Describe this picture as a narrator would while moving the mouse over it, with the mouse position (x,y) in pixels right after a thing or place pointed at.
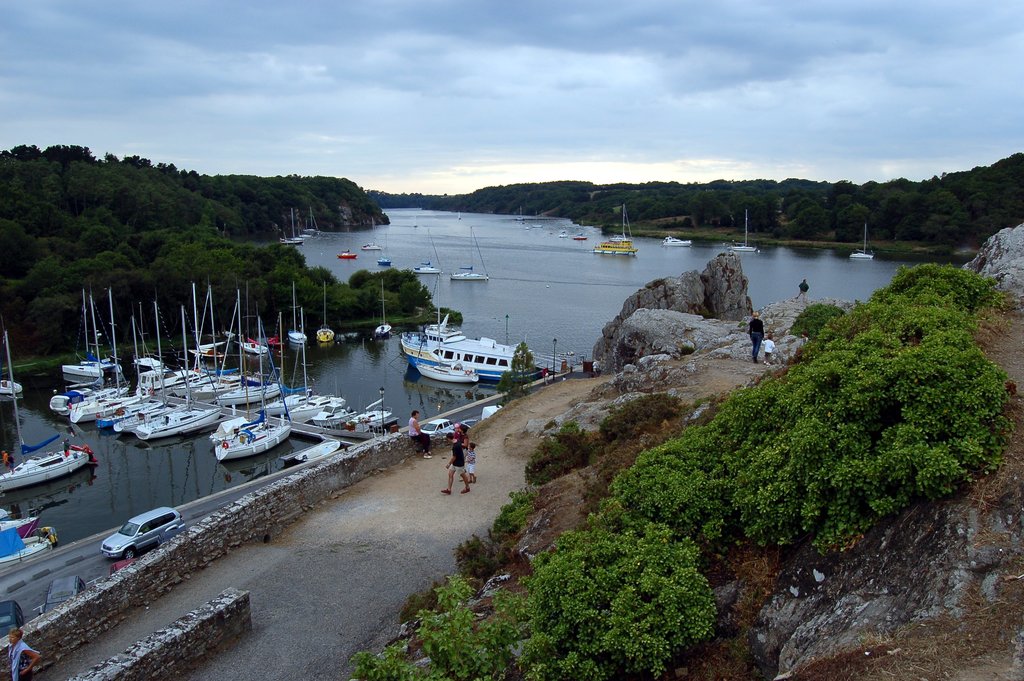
In this picture there are group of people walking on the road (487,479) and there is a person (412,429) sitting on the wall (406,439). There are boats (169,432) on the water (344,263). At the back (805,296) there is a person (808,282) standing on the rock (794,310). At the top (457,128) there is sky (421,128) and there are clouds (488,19). At the bottom (275,465) there is water (348,378) and there are vehicles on the road (44,585).
